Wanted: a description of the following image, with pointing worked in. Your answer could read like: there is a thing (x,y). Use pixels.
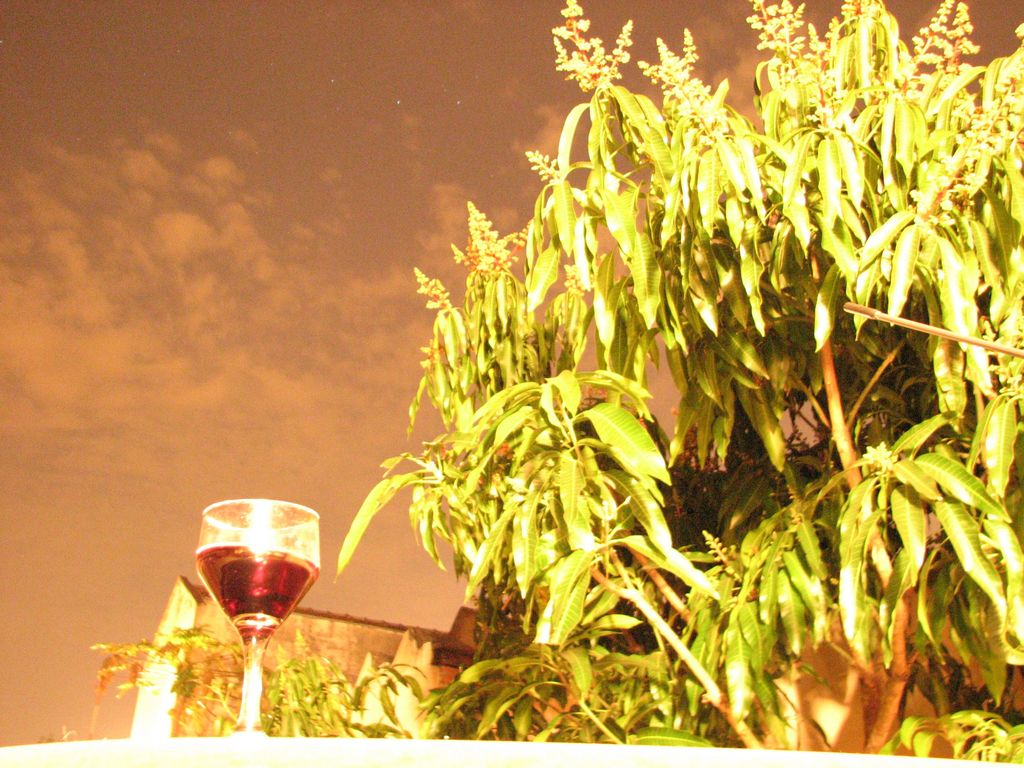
On the right side of the image (723,464) there is a tree (727,511). On the left side of the image (242,594) a glass (246,600) is present. At the top of the image (345,221) clouds (232,239) are present in the sky (248,302).
